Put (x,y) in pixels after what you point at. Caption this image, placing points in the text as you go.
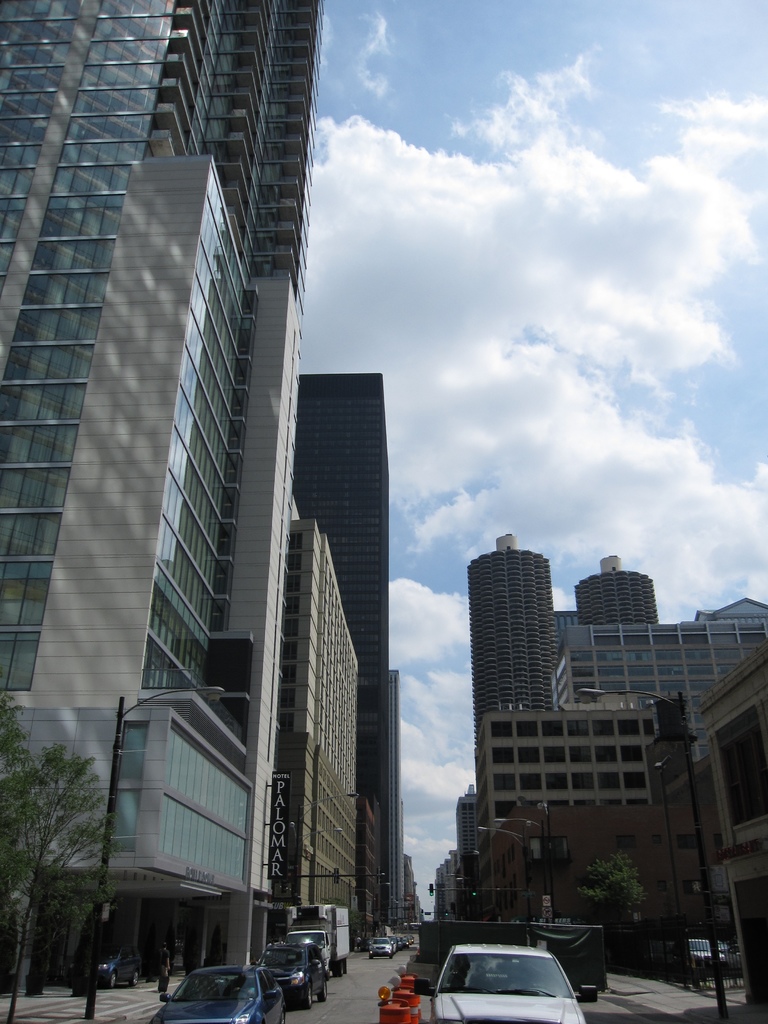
This picture consists of buildings (487,655), in front of building (127,899) I can see poles (528,934) and trees (635,886) and vehicle (506,967) and at the top (468,49) there is the sky (316,270) visible, on the left side (90,906) I can see trees (45,767).
